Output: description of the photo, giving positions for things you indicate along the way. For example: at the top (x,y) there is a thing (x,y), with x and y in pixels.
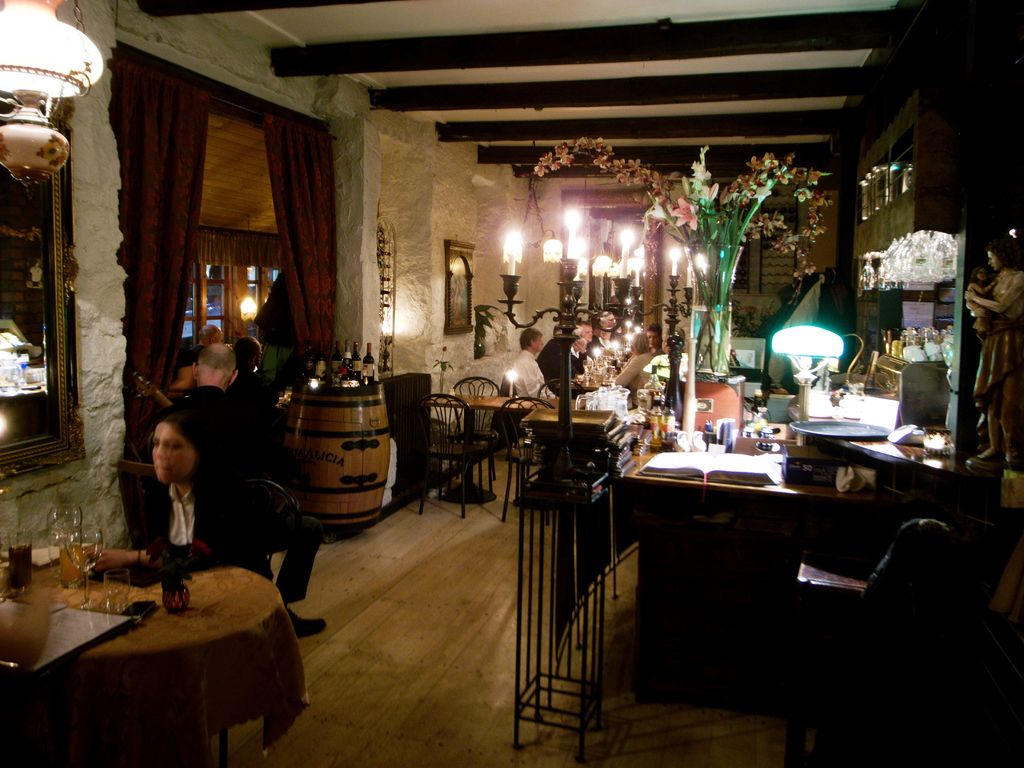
In the image we can see there are people (525,368) who are sitting on chair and on the table (149,587) there are juice glasses (116,604) and flowers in the vase (183,590) and there is a drum (350,482) on which there are wine bottles (364,373) kept.
